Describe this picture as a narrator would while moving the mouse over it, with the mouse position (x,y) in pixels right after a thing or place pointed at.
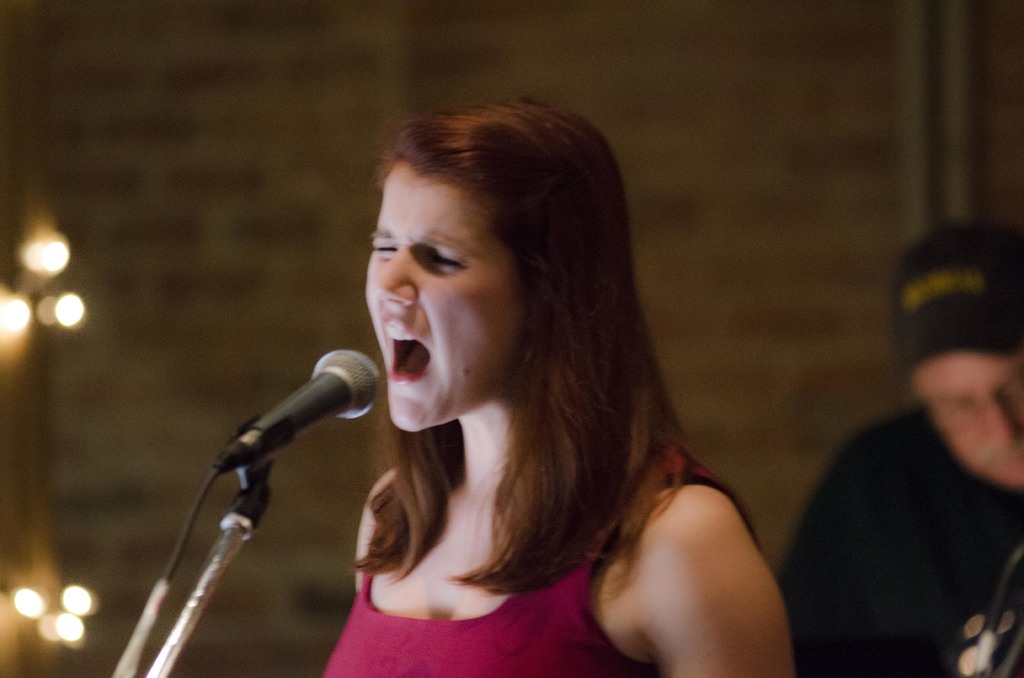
In the picture we can see a woman (703,652) standing and she is wearing a dark pink top (500,650) and singing a song in the microphone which is to the microphone stand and in the background (944,533), we can see a man (937,464) is sitting and besides we can see some lights (59,268) near the wall (210,255).
